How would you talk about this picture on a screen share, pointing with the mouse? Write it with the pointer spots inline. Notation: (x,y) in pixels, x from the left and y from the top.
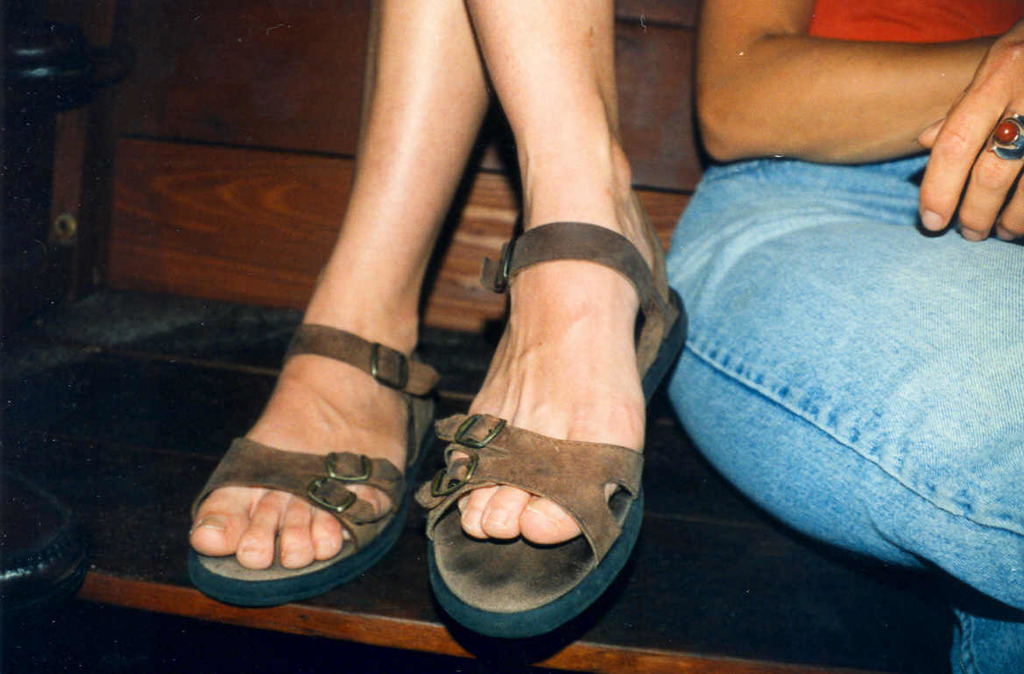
In this picture we can see a person (728,413) on the right side (777,472). We can see a feet (249,495) of another person (296,461). There is a wooden object (282,208) on the left side (135,223).
